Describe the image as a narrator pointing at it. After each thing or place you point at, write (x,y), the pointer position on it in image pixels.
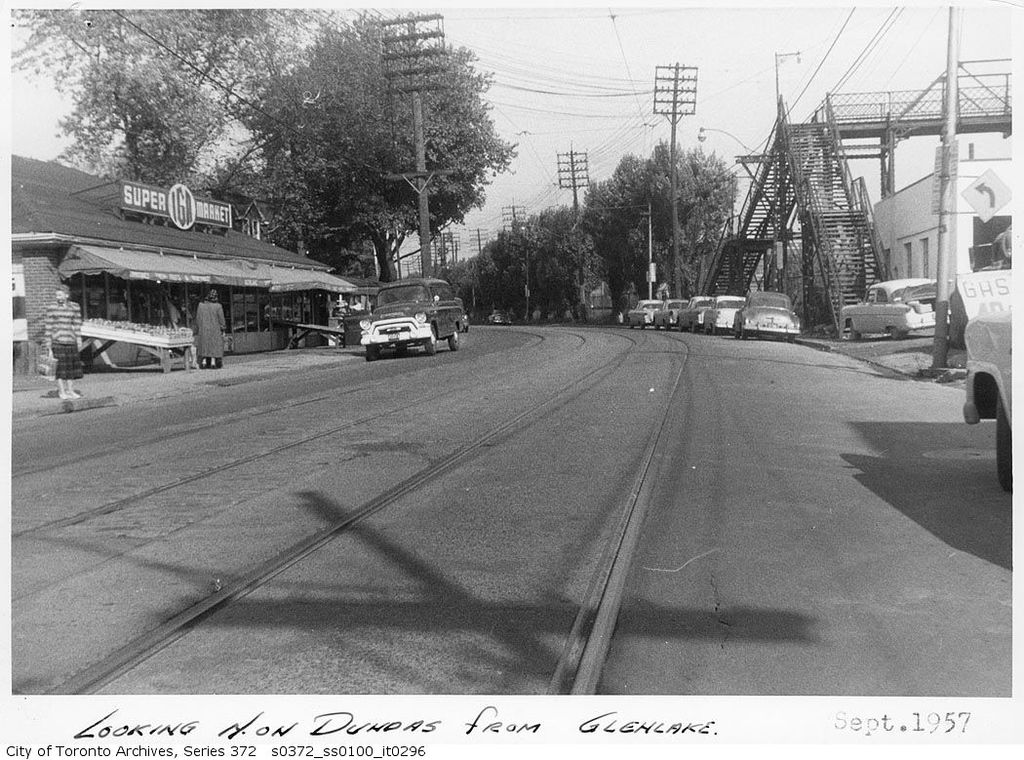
It is the black and white image in which we can see there is a road (461,416) in the middle (486,384). On the road (523,429) there are vehicles (427,313). On the right side (729,317) there are few cars (734,302) parked on the road (799,345). In front of the cars (690,300) there are electric poles (675,294) to which there are wires (515,85). On the left side (163,268) there is a supermarket (115,299). Beside the market (171,237) there are trees (276,153). On the right side (812,175) there is a bridge (823,143). There is a person (212,328) standing in front of the super market (250,300). At the top (718,67) there is the sky (707,48).
